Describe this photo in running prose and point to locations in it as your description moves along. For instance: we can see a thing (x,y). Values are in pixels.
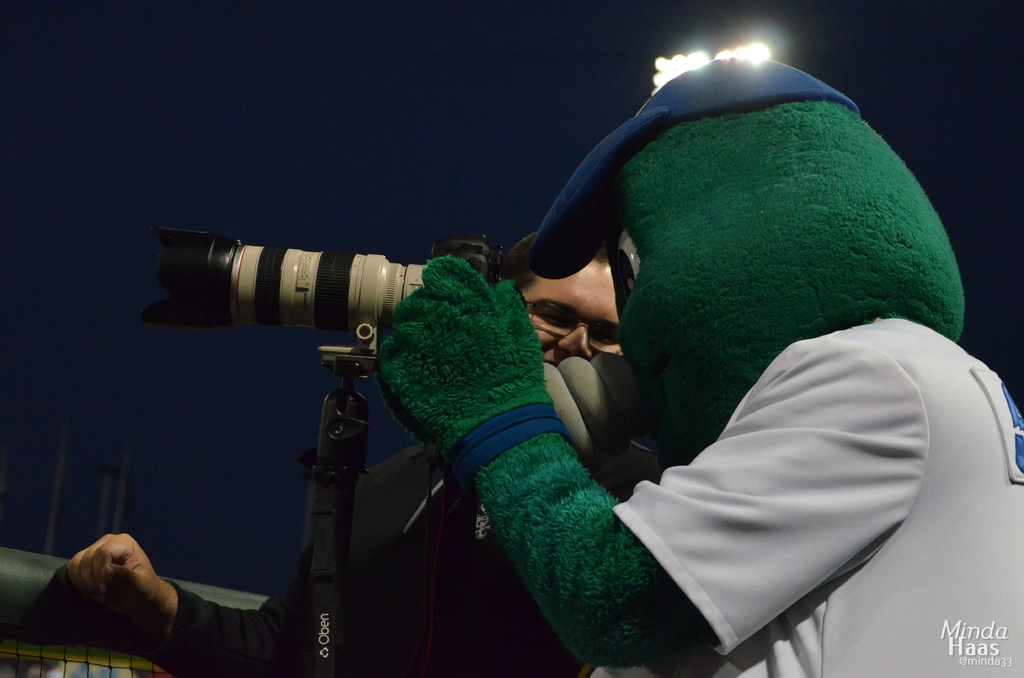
In this picture we can see there are two people (506,481) standing and a person (581,497) in the fancy dress (688,446) is holding a camera (376,297). Behind the people (472,511) there is the sky (269,74) and poles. On the image there is a watermark (966,640).
